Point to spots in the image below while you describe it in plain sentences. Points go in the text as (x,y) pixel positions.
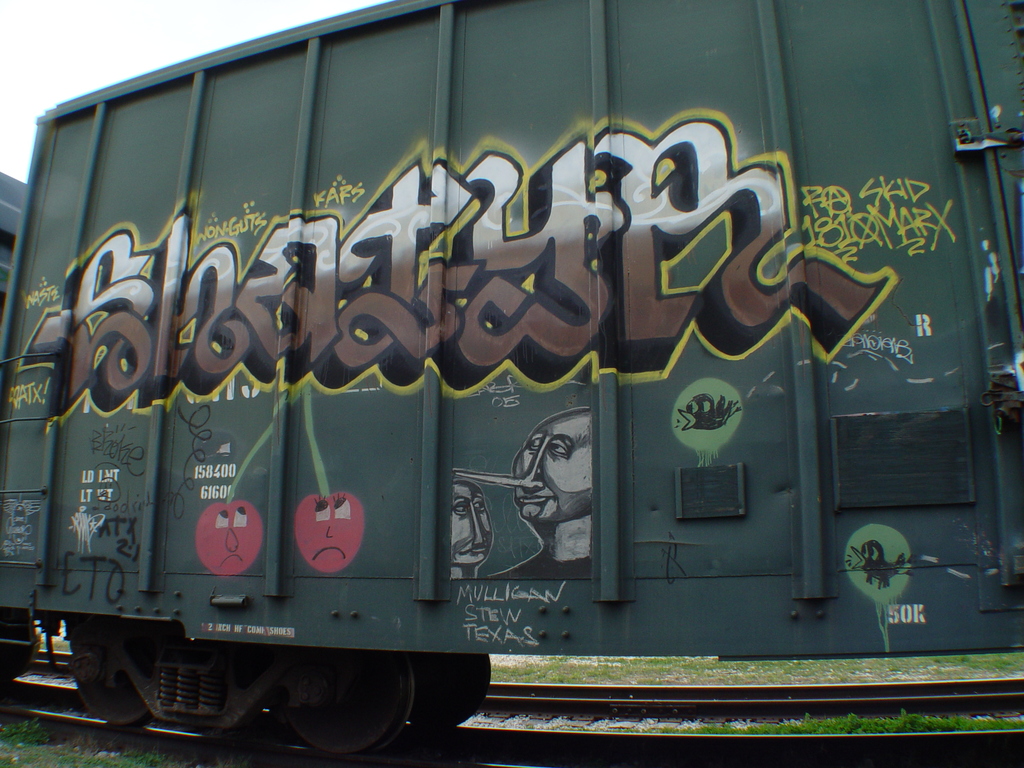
In this image I can see the train (532,635) on the track (583,702). I can see the painting (343,360) and something is written on the train (361,350). In the background (63,63) I can see the sky (100,79).
